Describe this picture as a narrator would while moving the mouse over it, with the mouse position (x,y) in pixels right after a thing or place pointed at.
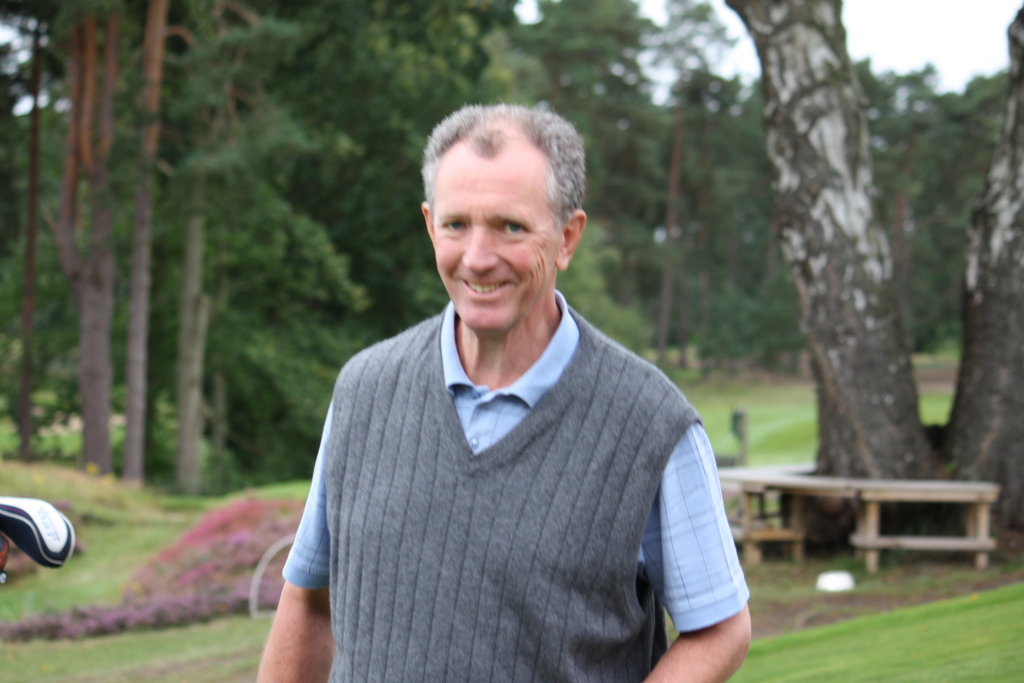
In this picture there is a man (591,433) and smiling. There is a table (846,482) and a tree (862,476). There is some grass (935,653) on the ground (907,643). There are few trees (384,171) at the background (409,50).
